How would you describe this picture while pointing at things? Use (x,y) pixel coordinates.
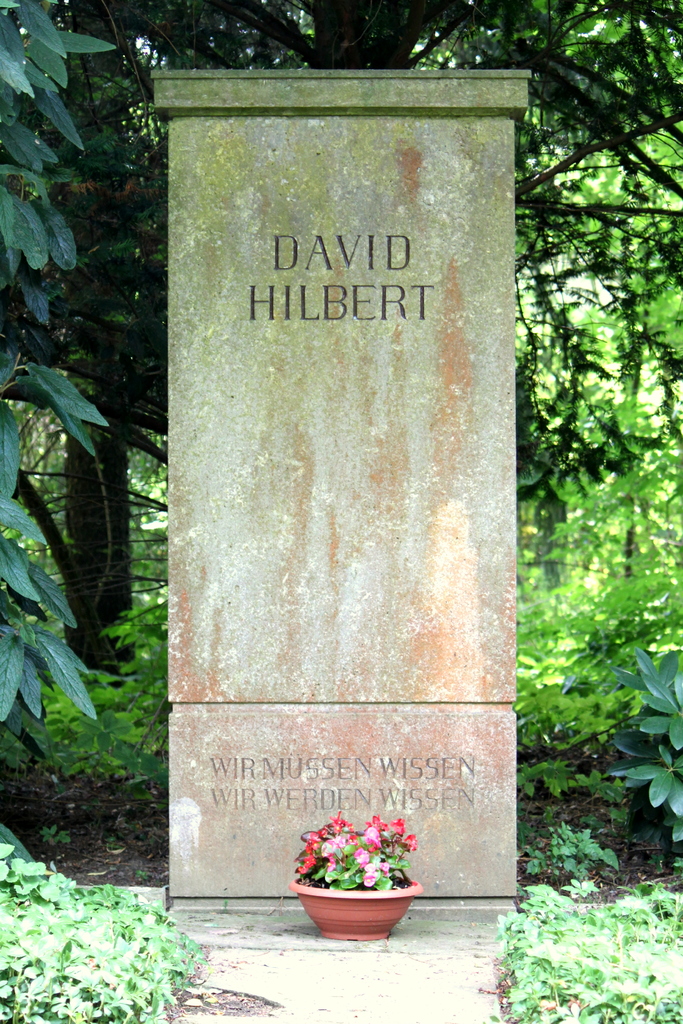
There is a grave (514,787) on which, there is a pot plant (352,876) which is having flowers (318,843). On the both sides of this grave (428,941), there are plants (509,912). In the background (614,706), there are trees (653,599) and plants (624,625) on the ground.
